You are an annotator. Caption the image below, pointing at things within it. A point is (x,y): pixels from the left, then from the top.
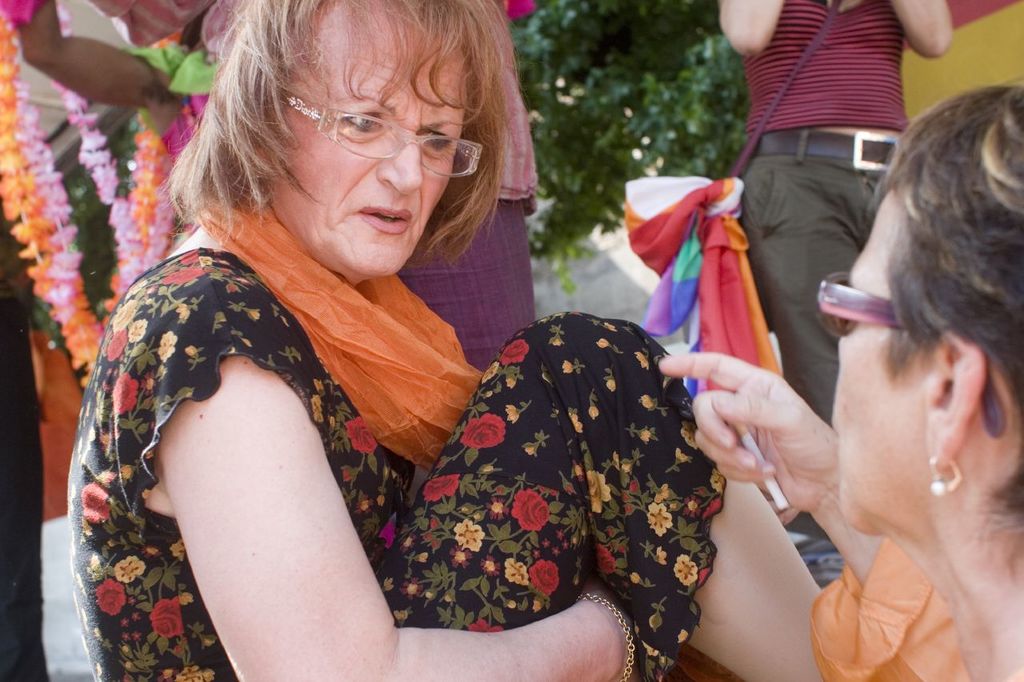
In this image I can see a woman (384,419) wearing orange and black colored dress (494,458) is sitting and I can see another woman (912,515) holding a cigarette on the right side of the image (922,475). In the background (851,73) I can see few persons (840,170) standing, few flower garlands (20,119) and a tree (584,137) which is green in color.
